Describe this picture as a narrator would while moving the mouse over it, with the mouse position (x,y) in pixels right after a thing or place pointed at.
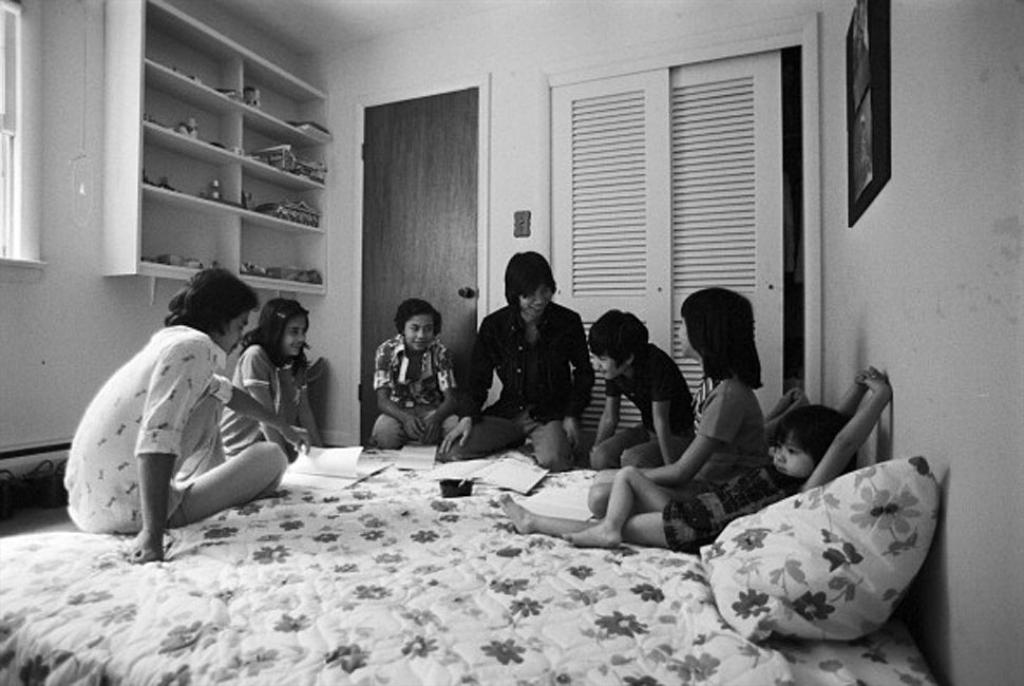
In this image I can see a group of people (169,421) are sitting on a bed (327,609). I can also see there is a cupboard (642,214), a door (430,195) and a shelf (237,118) on the wall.
